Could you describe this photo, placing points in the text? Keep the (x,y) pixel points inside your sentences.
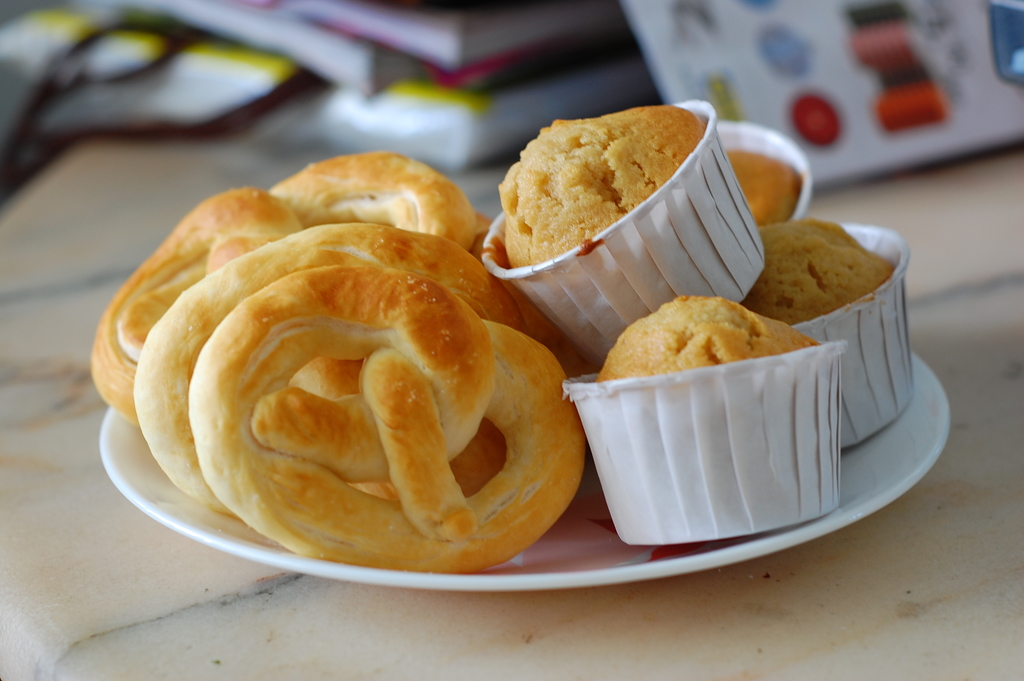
Here in this picture we can see some cup cakes (687,321) and other food items (415,353) present on a plate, which is present on a table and beside that we can see some books (505,102) present.
